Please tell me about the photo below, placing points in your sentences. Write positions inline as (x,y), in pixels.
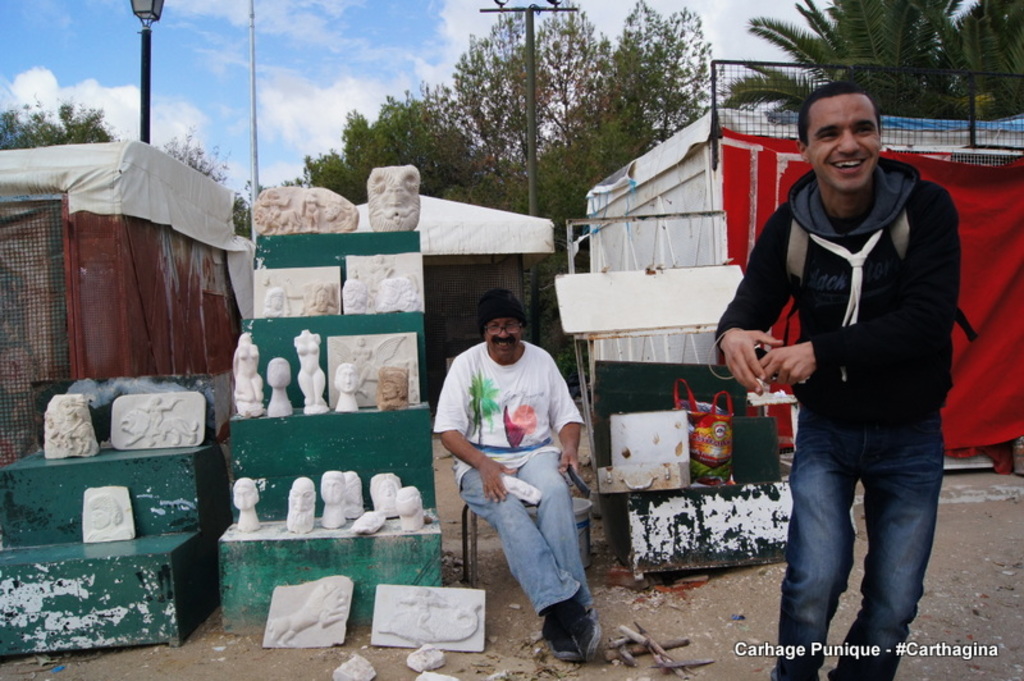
In this picture there is a boy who is standing on the right side of the image (851,131) and there is a man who is sitting on the chairs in the center of the image (530,397), it seems to be a statue stall (296,210) on the left side of the image (159,406) and there are other stalls (737,147) on the right side of the image (783,76), there are poles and trees (441,117) in the background area of the image (455,108).
